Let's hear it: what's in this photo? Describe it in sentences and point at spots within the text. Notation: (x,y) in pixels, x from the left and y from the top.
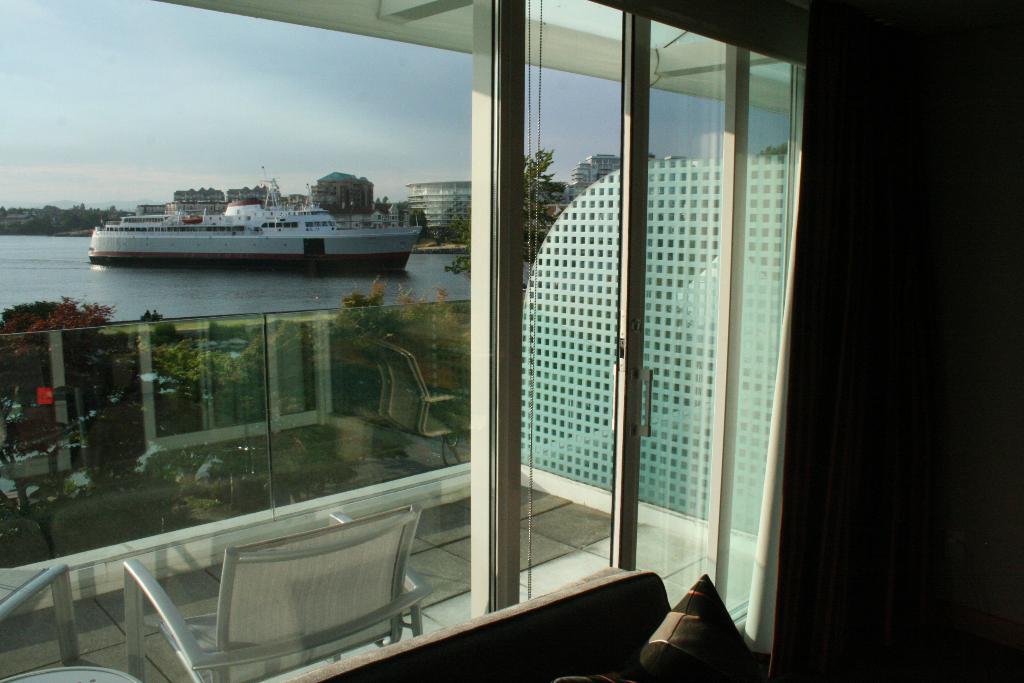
In this image we can see the sofa (480,633) with pillows (626,679), glass doors (152,562) through which we can see the chair (257,554), plants (98,313), ship (230,238) floating on water (125,317), buildings (448,209) and the sky (462,155) in the background (313,151).
